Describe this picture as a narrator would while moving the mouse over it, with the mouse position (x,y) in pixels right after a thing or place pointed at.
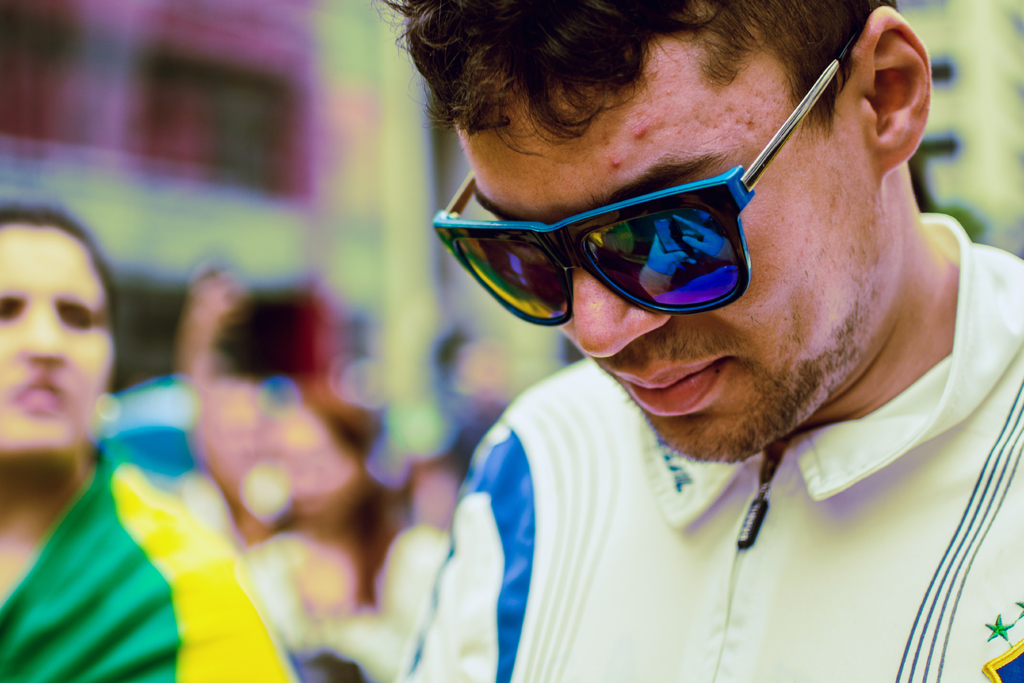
In this image we can see a man (810,473) wearing glasses (650,251), next to him there is a lady (34,319). In the background (316,481) there are people (335,534).
